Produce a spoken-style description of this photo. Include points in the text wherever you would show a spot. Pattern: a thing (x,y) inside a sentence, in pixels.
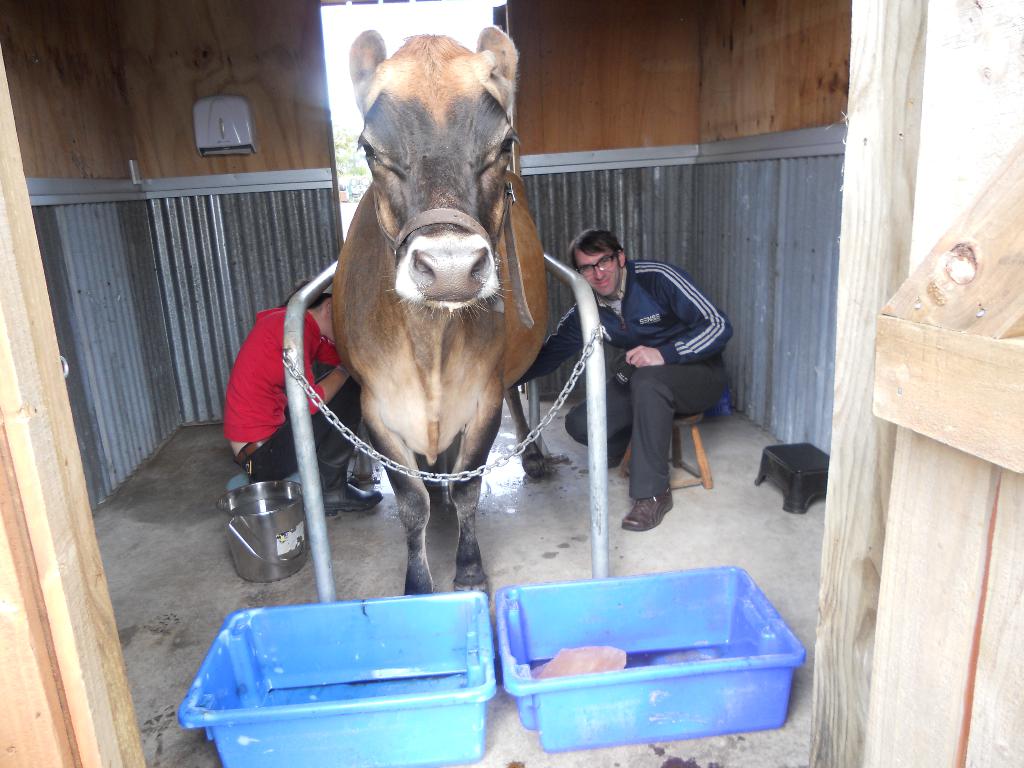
In this image in the foreground (376,117) there is an animal (467,98) visible between two rods (293,359) and a chain (389,460) attached to the rods (304,468), there are two persons (673,318) sitting on the tables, beside the rods (600,328), on the left side (290,131) there is a fence (150,115), on which there is an object (240,100) attached and steel bucket (272,546) is visible beside the person (281,406) kept on the floor (171,598), at the bottom (697,634) there are two blue color tubs (753,637) and on the right side (976,465) there may be a wooden plank (965,456) and black color small table (828,461), behind the animal (387,136) there is an entrance door (352,153).
